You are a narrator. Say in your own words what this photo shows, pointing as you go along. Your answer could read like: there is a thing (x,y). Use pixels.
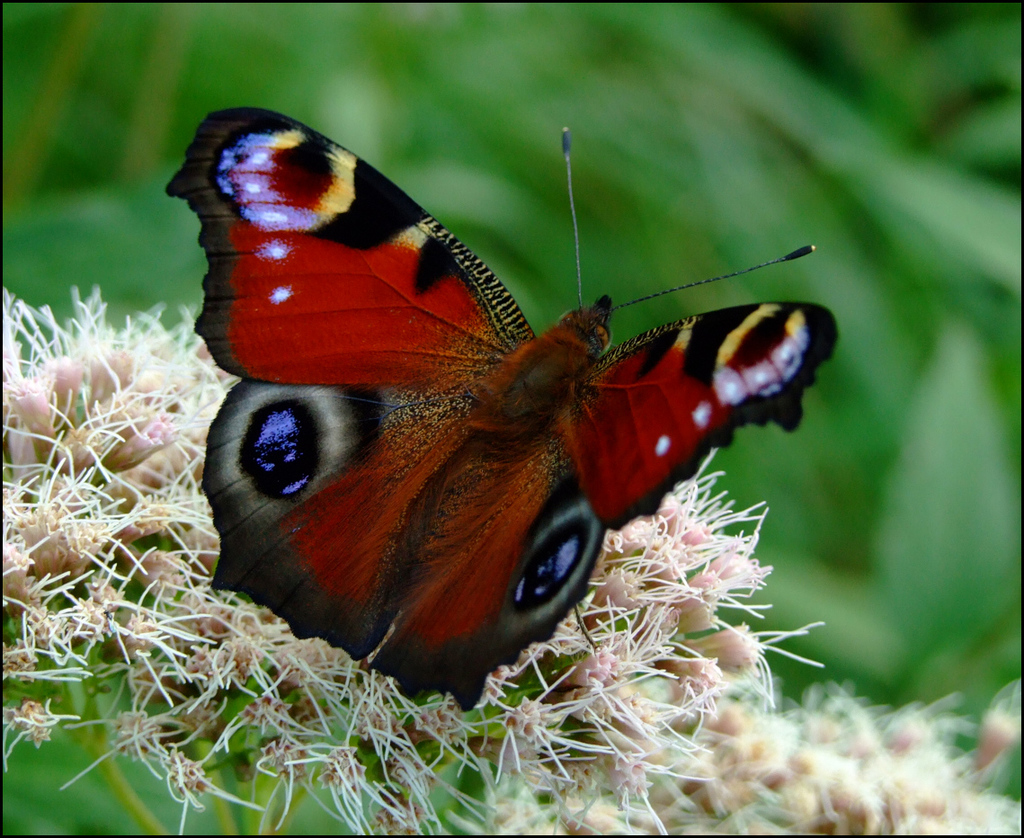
In this image I can see a butterfly (405,445) is sitting on a flower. The background of the image is blurred.
